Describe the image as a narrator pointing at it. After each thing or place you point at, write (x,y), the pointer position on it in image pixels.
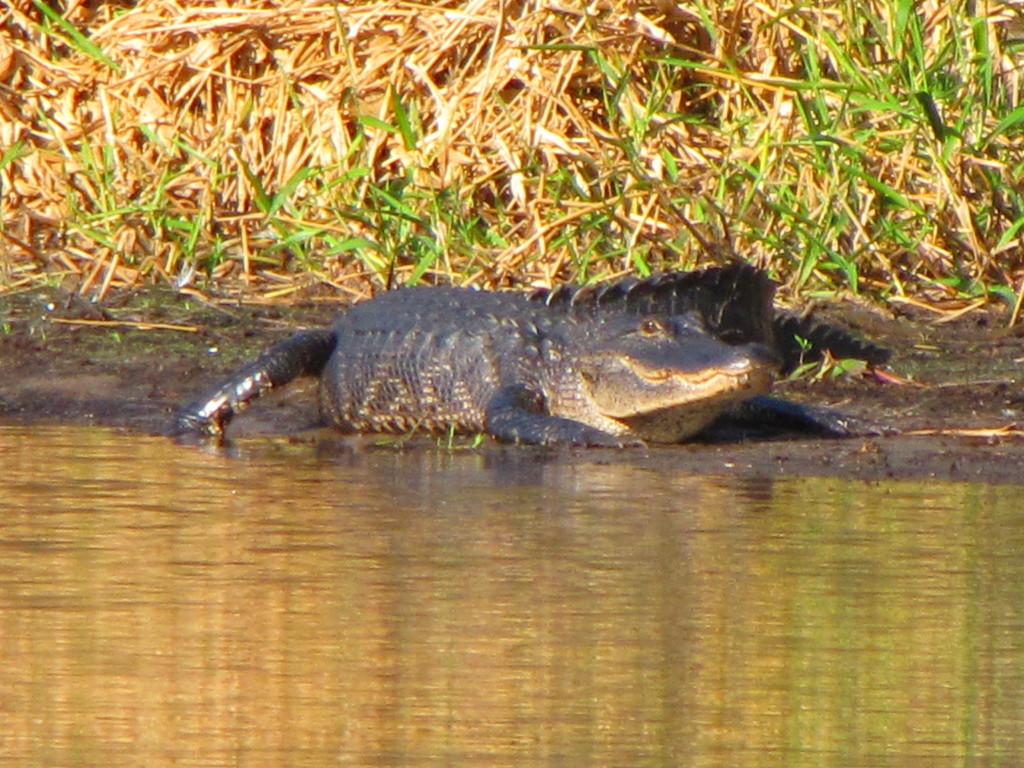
In this picture I can see the water (421,583) in front (13,549) and in the middle of this picture (487,431) I can see the ground (24,319), on which there is a crocodile (669,413). In the background (575,248) I can see the plants (716,139).
